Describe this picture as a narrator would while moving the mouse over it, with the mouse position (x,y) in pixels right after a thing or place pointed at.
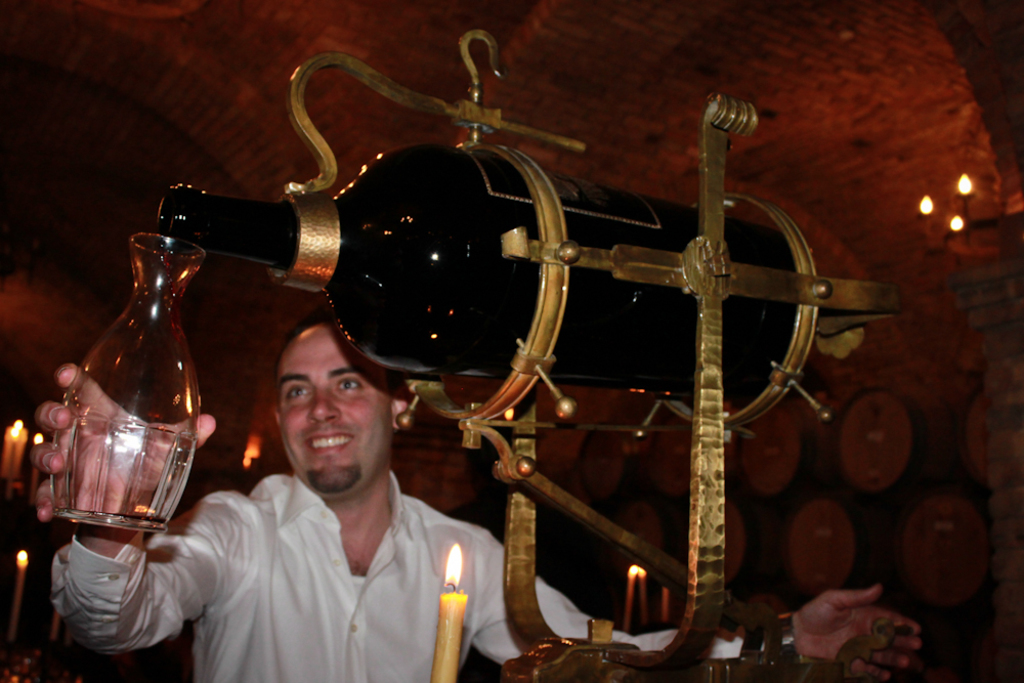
In this image, we can see a man (278,539) is holding a glass jar (138,453) and smiling. Here there is a big black bottle (619,289) with stand (705,536). At the bottom (449,674), there is a candle (436,663) with a flame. Background (990,434) there is a blur view. Here there is a wall (990,185), candles (15,620).
